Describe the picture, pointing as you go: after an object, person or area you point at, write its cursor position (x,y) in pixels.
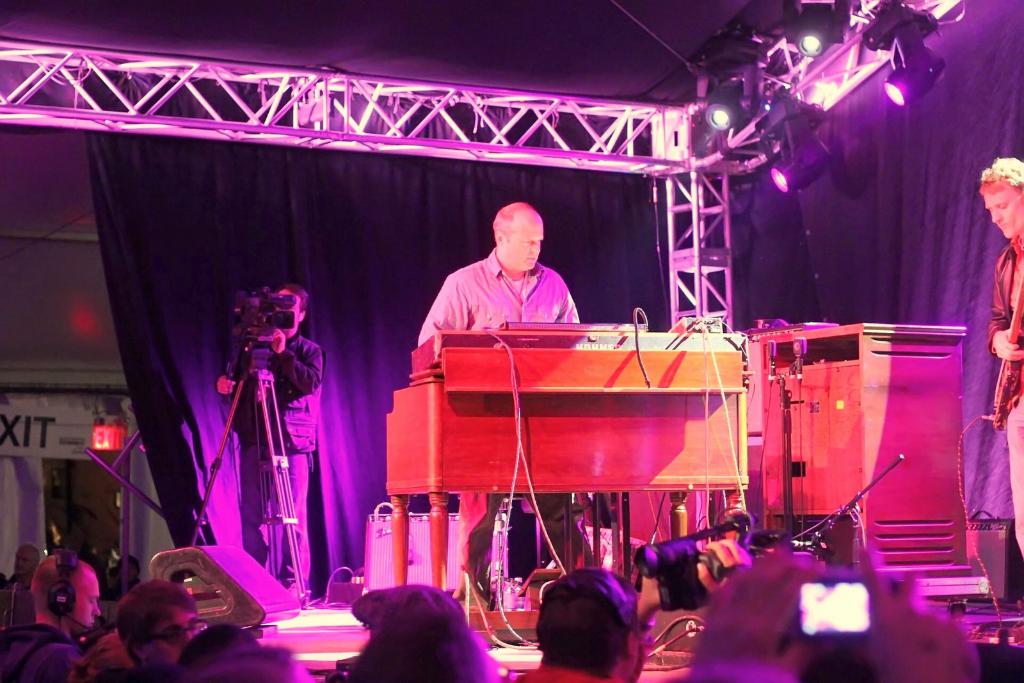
In this picture I can see three persons (506,288), there are cameras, there is a tripod stand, there is a musical instrument (732,425) and some other objects (757,444), there are group of people (605,600), there is lighting truss (182,63), there are focus lights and curtains (962,43).
